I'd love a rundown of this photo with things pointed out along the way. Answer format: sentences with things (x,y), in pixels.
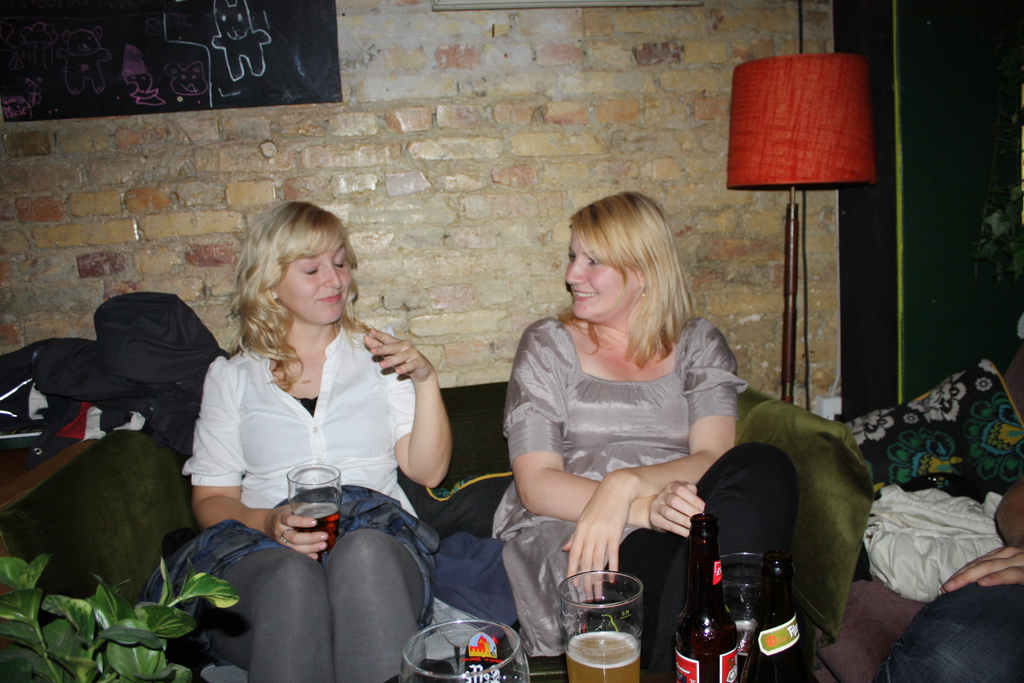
As we can see in the image there is a brick wall (457,119), black color board (257,51), lamp (783,167) and two people (333,404) sitting on sofas (480,447). In the front (565,621) there are glasses (584,645) and bottle (699,636).
